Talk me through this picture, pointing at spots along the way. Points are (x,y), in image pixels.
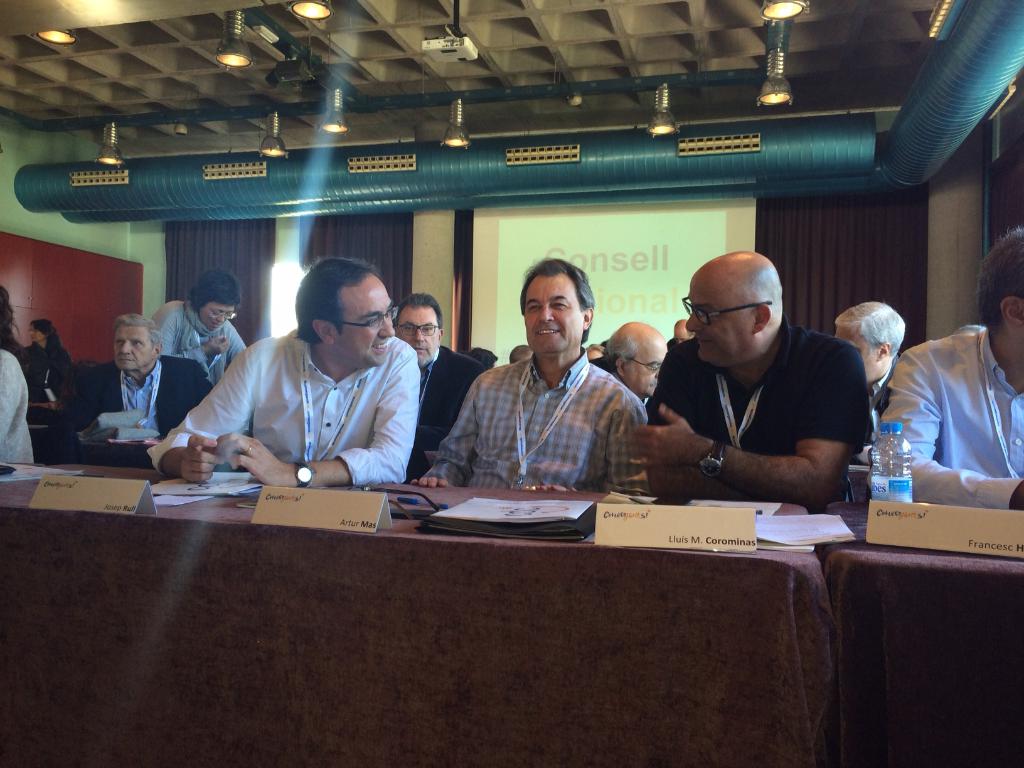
In this image I can see a group of people (562,404) are sitting on the chairs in front of tables (395,552) on which there are boards (370,504), papers (480,504), bottles (898,484) and so on. In the background (657,271) I can see a wall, curtains (471,249), screen (569,245), AC ducts (137,183) and lights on a rooftop (558,38). This image is taken may be in a hall (493,19).
